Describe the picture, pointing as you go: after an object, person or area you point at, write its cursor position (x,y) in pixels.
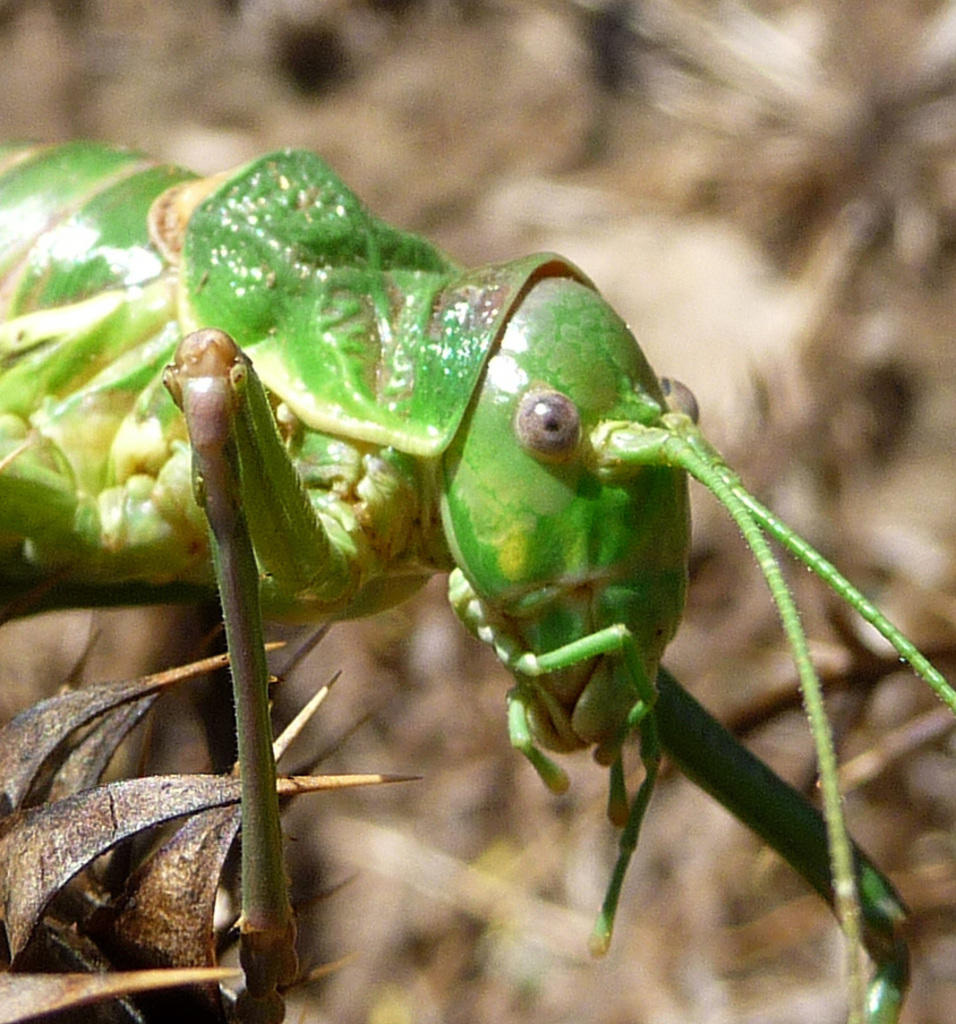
This image consists of an insect (513,417) in green color. At the bottom (0,907), there are dried leaves (7,921). The background (485,902) is blurred.
